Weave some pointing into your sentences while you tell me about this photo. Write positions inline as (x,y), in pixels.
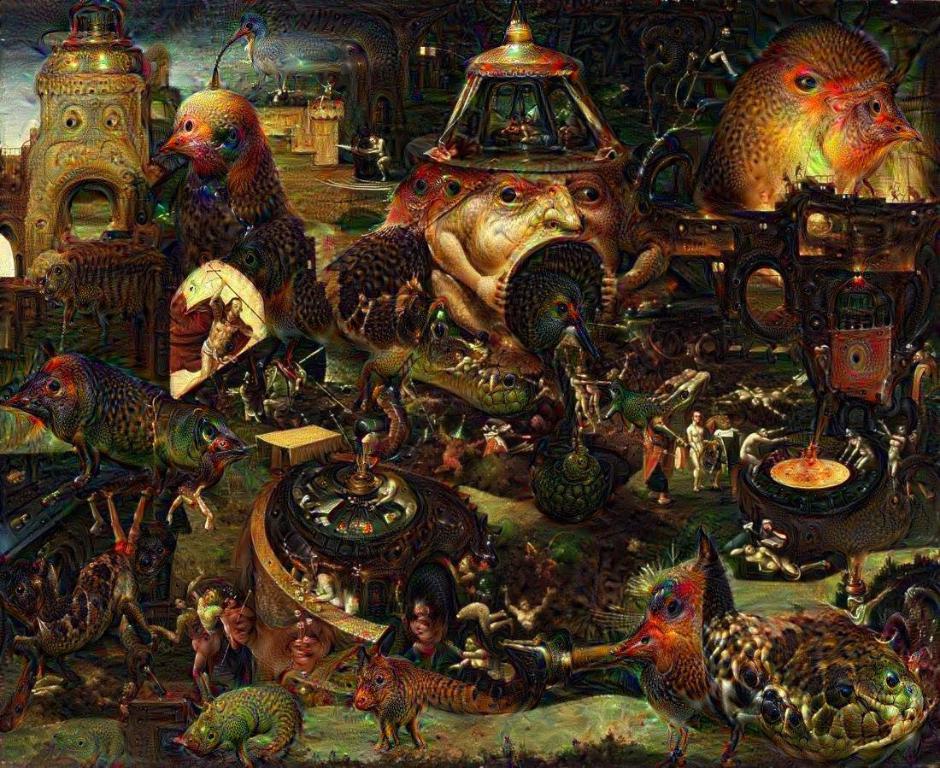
This picture consists of an art work (571,320), in the picture I can see persons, animals (770,638), birds (300,230).
